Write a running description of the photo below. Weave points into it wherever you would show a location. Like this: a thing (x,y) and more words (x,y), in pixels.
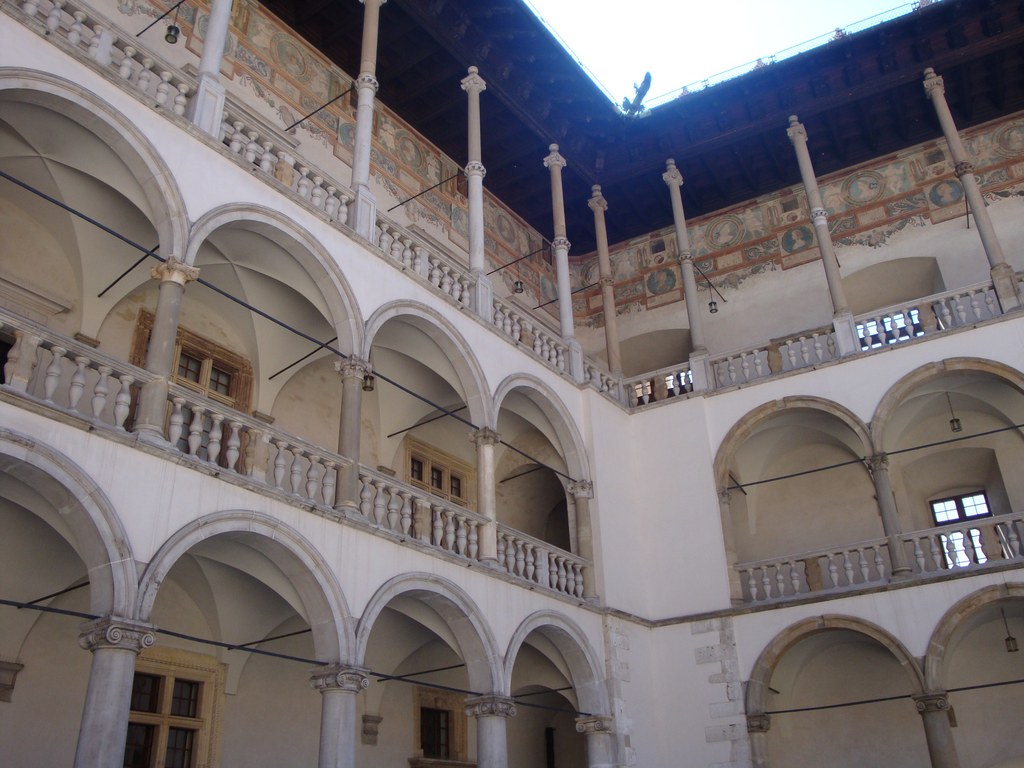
In the foreground of this image (549,360), there is a building (405,517), pillars (371,96), roof (724,131) and the wall (685,646).
